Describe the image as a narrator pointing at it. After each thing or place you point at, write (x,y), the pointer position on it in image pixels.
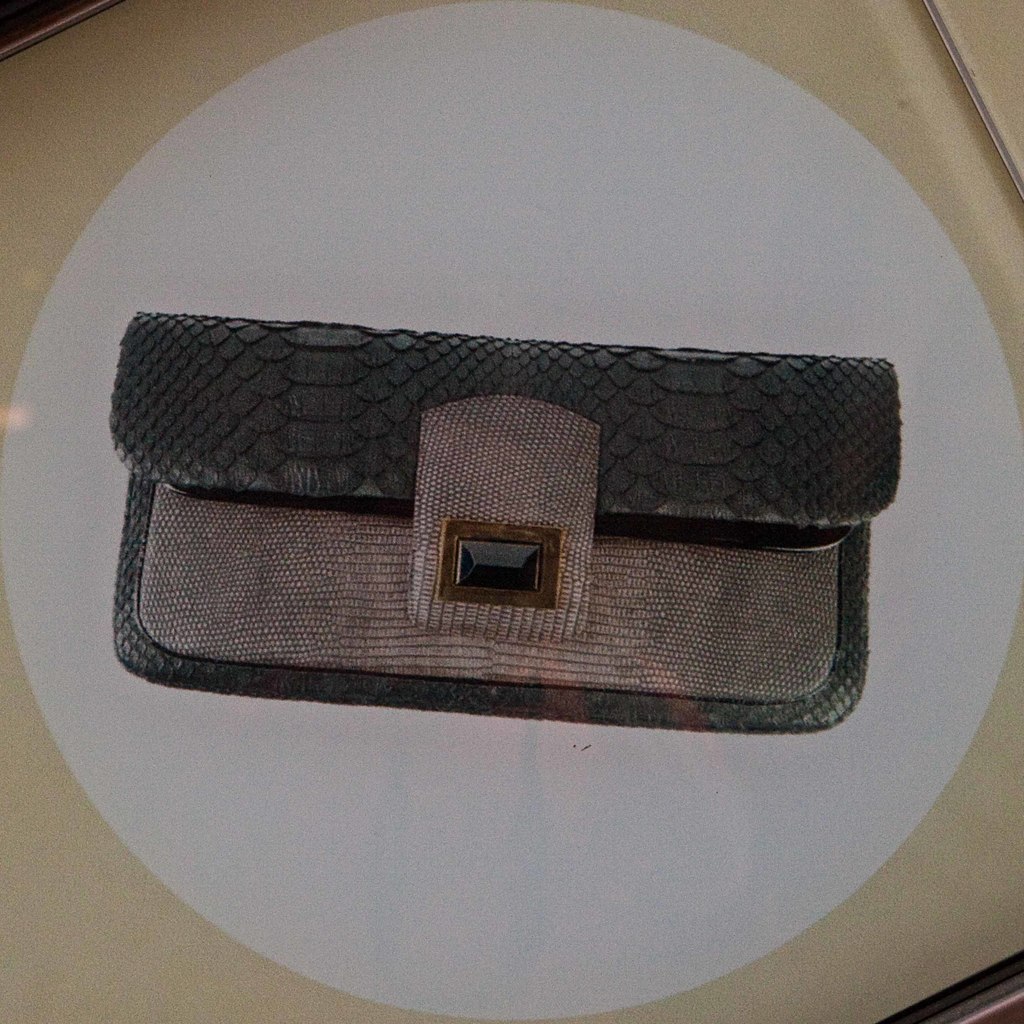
In the center of the image (509,442) we can see the women wallet (483,459) on the surface (626,810).
